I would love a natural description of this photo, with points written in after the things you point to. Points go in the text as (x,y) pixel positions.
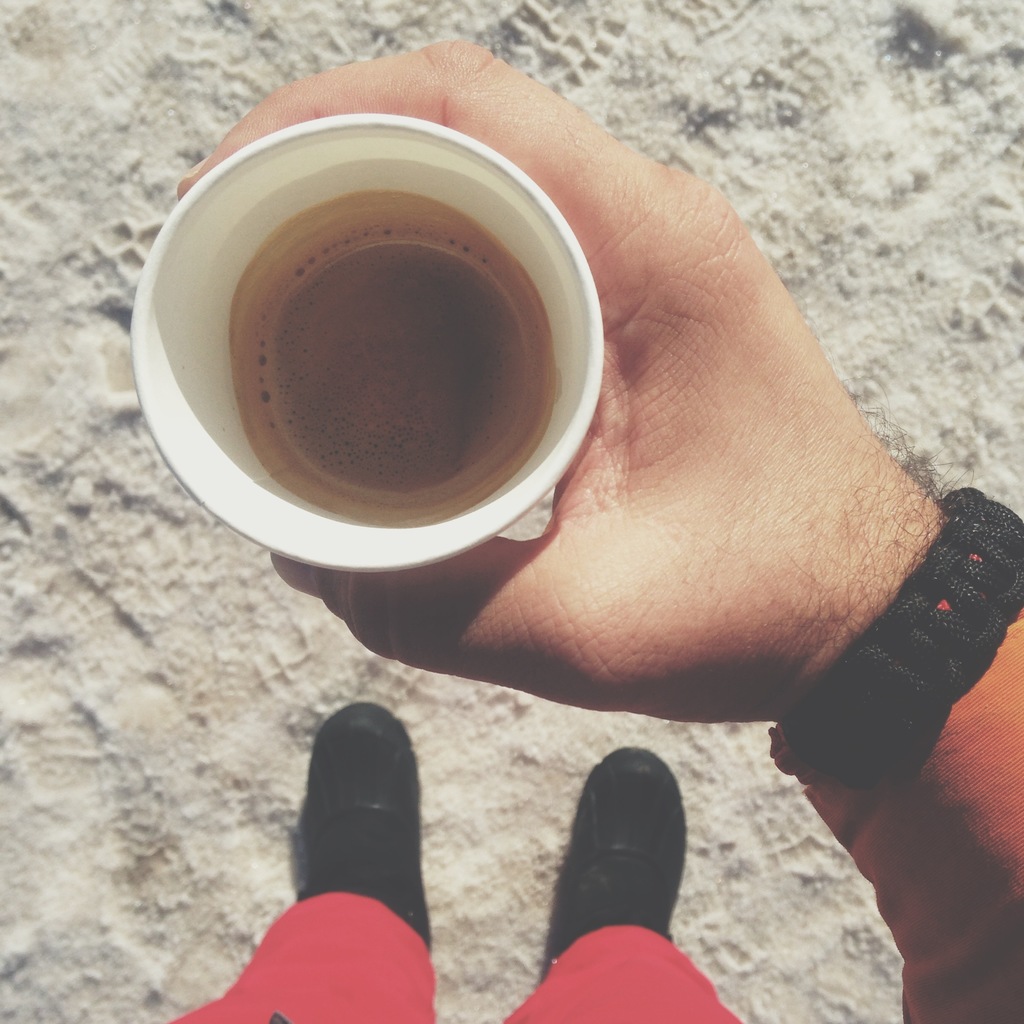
In this picture there is a person (609,992) standing and holding a cup (525,239), in the cup (228,372) there is some drink (425,430). There is a bracelet (942,625) to the person's hand (893,593). in the background (259,95) there is ground (761,802).
